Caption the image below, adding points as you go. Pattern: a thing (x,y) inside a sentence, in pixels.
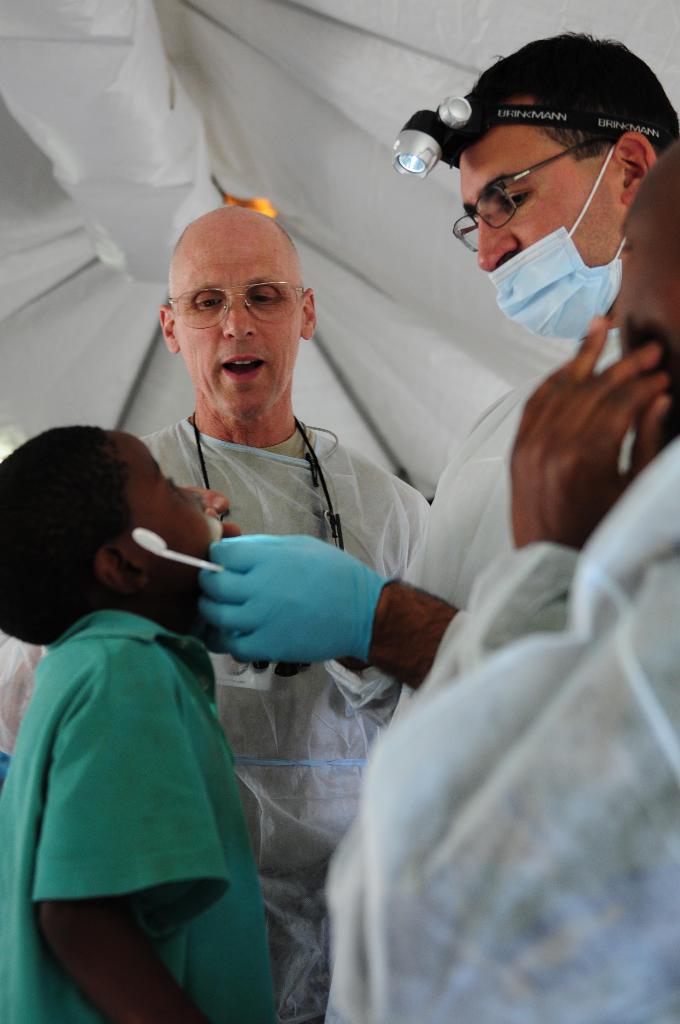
Here we can see four persons (206,978). They have spectacles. There is a white background (109,325).
